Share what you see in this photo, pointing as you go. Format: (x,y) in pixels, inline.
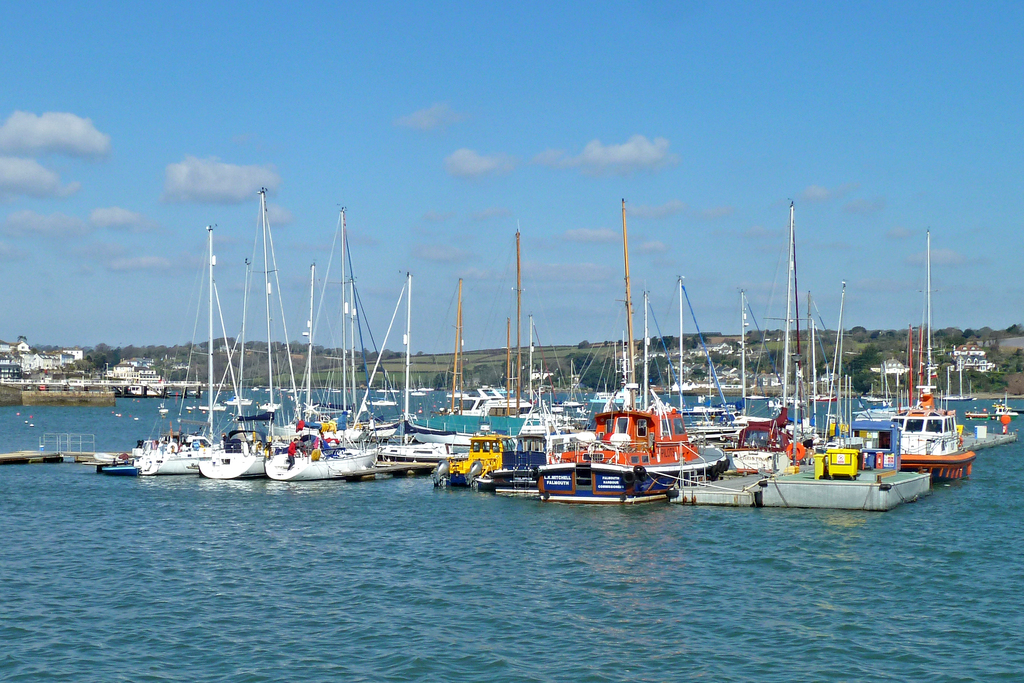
In this image we can see so many ships (323,445) on the surface of water (666,560). In the background (134,369), there are buildings (36,363) and trees (612,366). The sky (475,148) is in blue color with some clouds (270,171).
